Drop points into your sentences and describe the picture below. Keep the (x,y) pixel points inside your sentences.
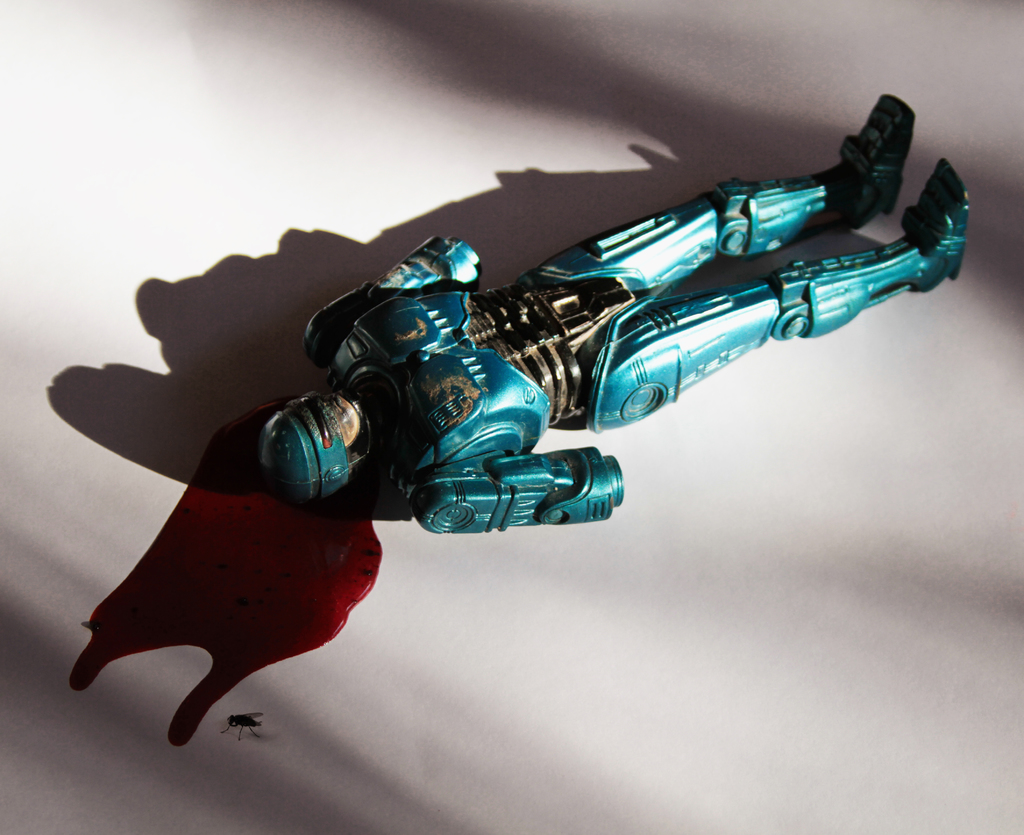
Here we can see toy (496,497), blood (292,530) and fly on white surface (661,663).
